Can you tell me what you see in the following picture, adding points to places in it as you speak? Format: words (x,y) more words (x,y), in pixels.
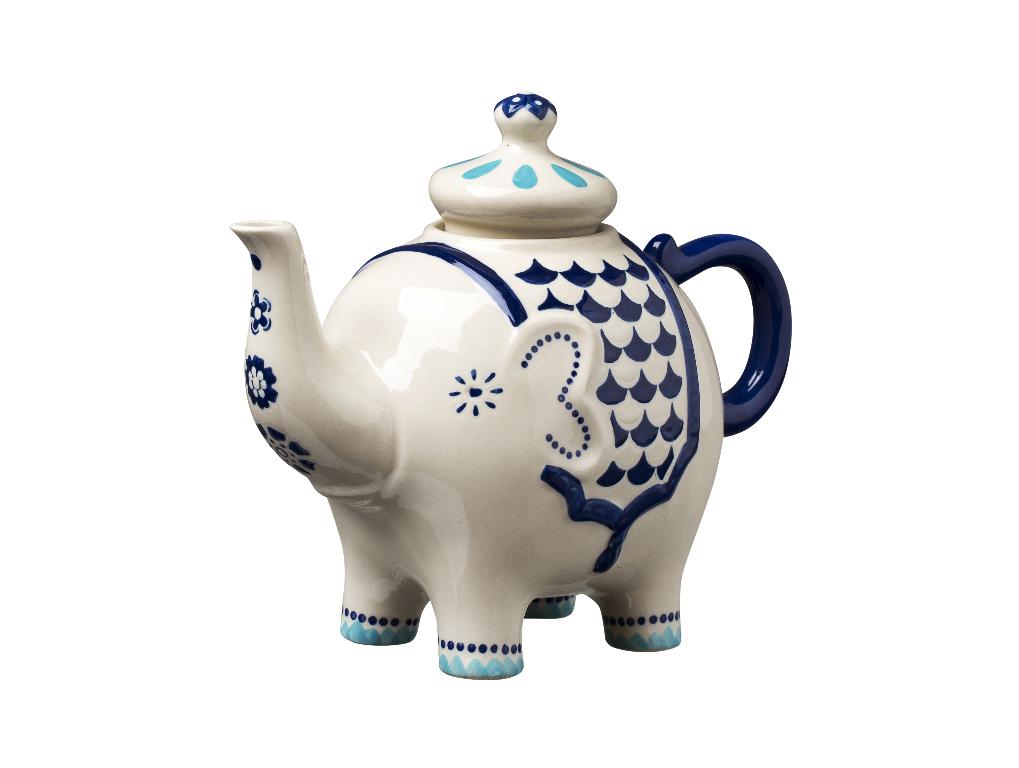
In this image we can see a teapot (613,285).
